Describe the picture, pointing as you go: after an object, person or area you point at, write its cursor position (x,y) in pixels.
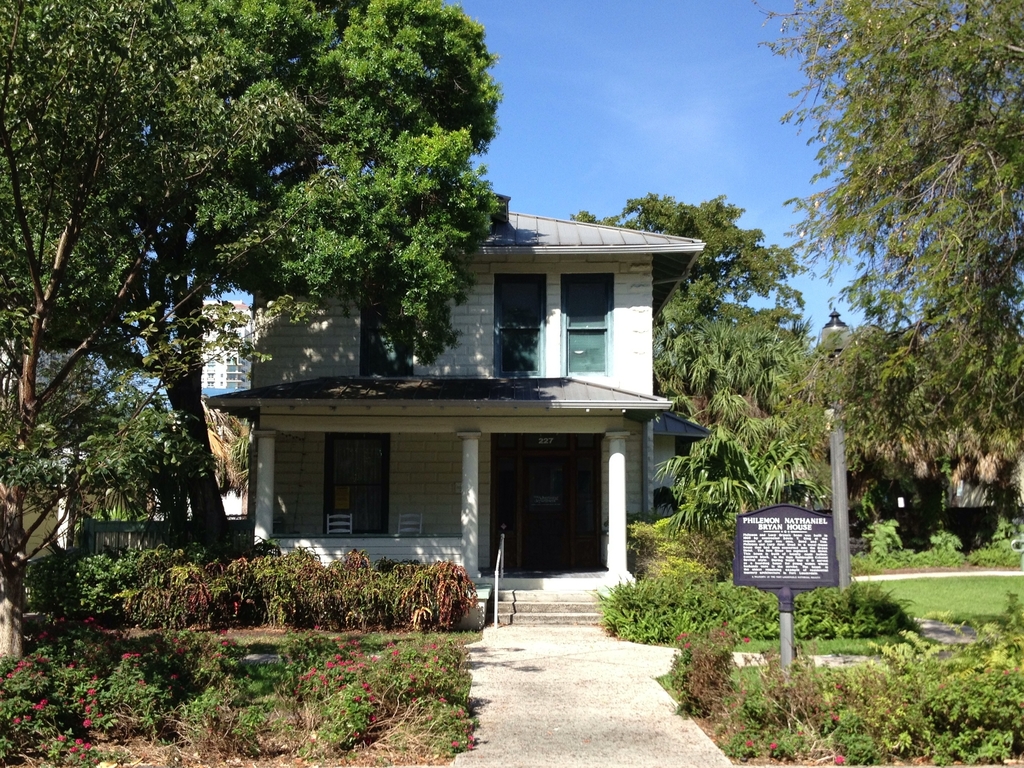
This is the front view of a house (320,373), there are grass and plants (365,695) in front of the house (300,404), beside the house (296,418) there are trees (906,214) and a lamp post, behind the house (262,343) there is a building (247,376).
